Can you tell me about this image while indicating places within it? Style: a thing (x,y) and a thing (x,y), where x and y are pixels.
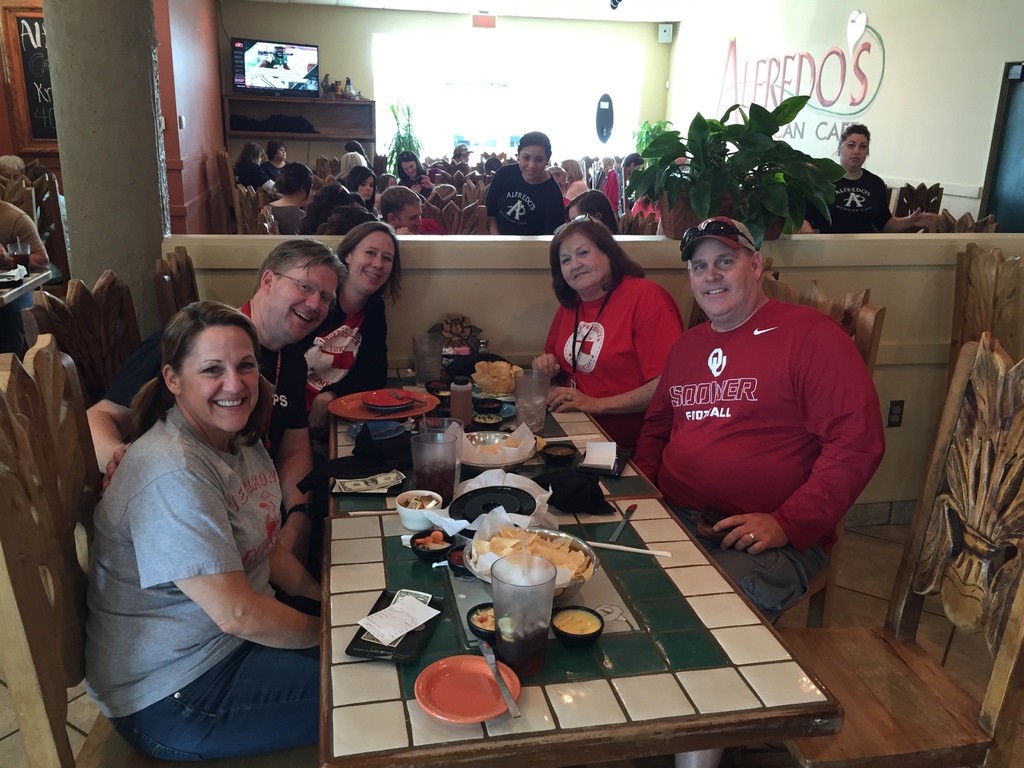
Here we can see a group of people (189,472) sitting on chairs (246,200) with table (453,376) in front of them having food (550,542), plates (485,489), glasses (548,568) and on the top left (300,75) we can see a television (275,65) present and some people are standing and we can see plants (742,139) present also
